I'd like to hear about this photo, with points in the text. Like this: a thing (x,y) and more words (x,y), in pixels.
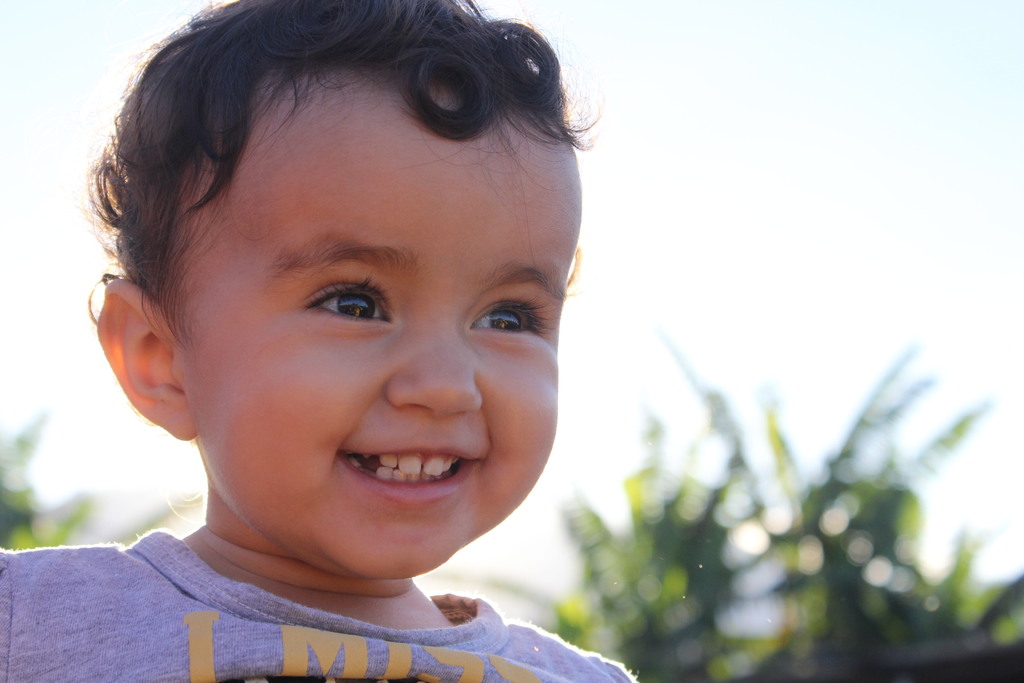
In this image we can see a child (365,623). In the background (705,652), we can see some trees (709,571). At the top of the image (767,98) we can see the sky (674,18).
